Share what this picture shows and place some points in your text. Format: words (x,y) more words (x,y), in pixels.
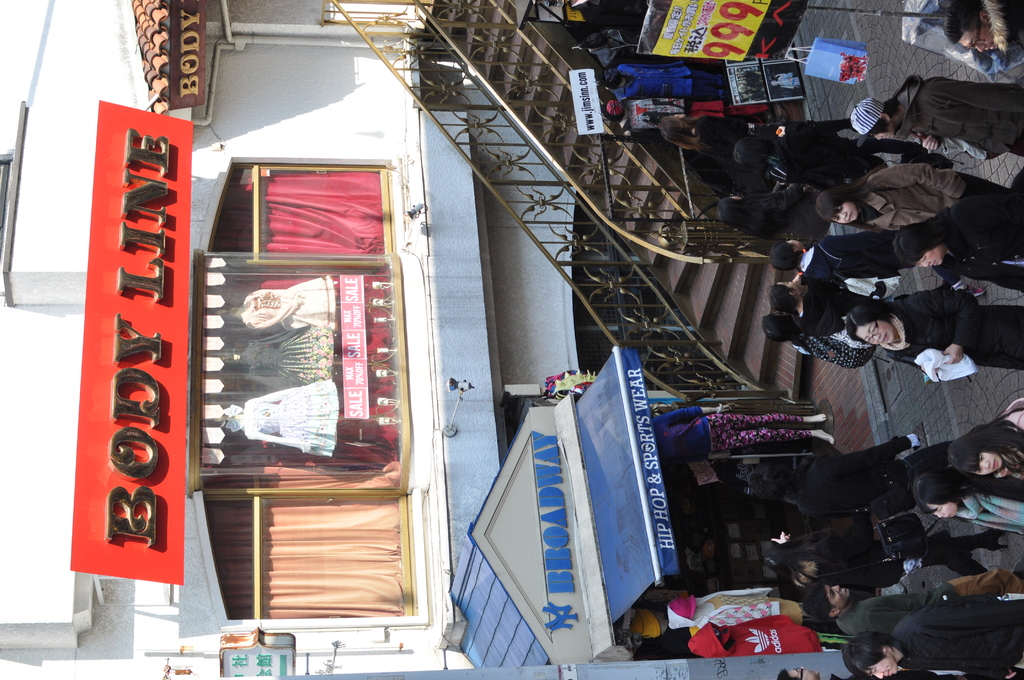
In the middle (409,409) a building (401,116) is visible of white in color in which mannequins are there in a glass (319,383). In the right (900,325) there are group of people (884,454) standing and walking on the road (880,49). Next to that a staircase (793,387) is visible and few shops (690,462) are visible in the middle (596,417) bottom. And curtain (341,567) is visible golden and pink in color and boards (695,31) are visible. This image is taken on the road (874,25) during day time.
